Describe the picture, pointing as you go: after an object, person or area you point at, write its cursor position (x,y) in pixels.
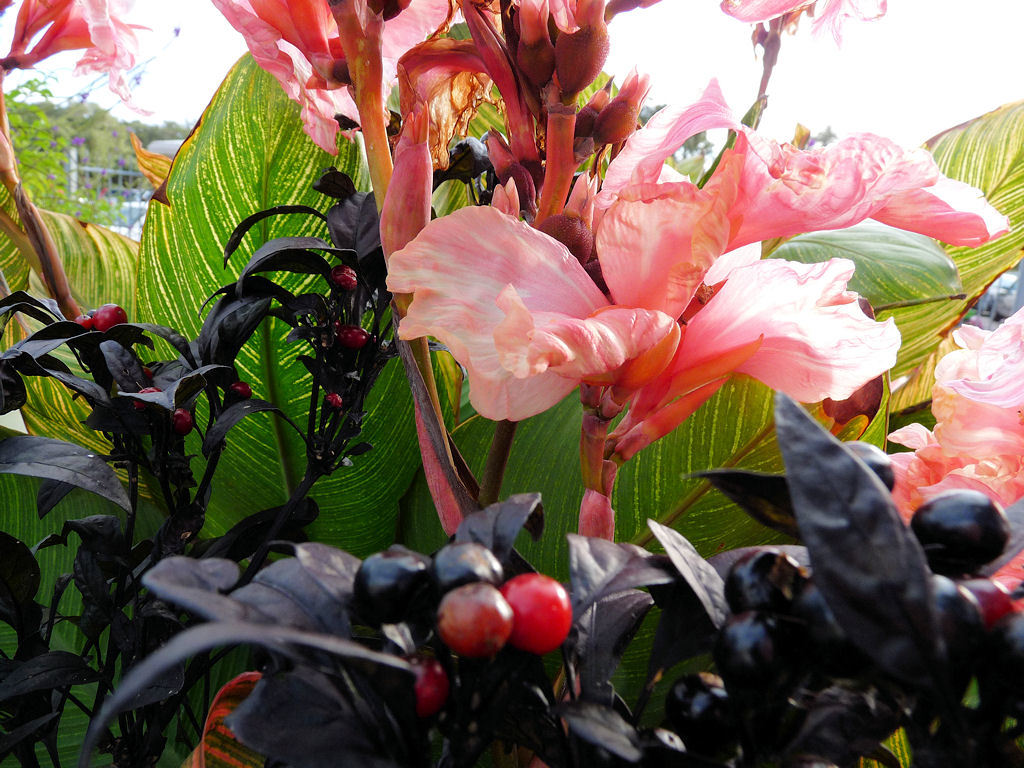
This image is taken outdoors. At the top of the image (173,52) there is the sky (719,68). In the background (130,186) there is a fence (110,179) and there are a few trees (76,106). In the middle of the image (449,450) there are a few plants (305,691) with leaves (644,644), stems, fruits (509,595) and flowers (407,23).
